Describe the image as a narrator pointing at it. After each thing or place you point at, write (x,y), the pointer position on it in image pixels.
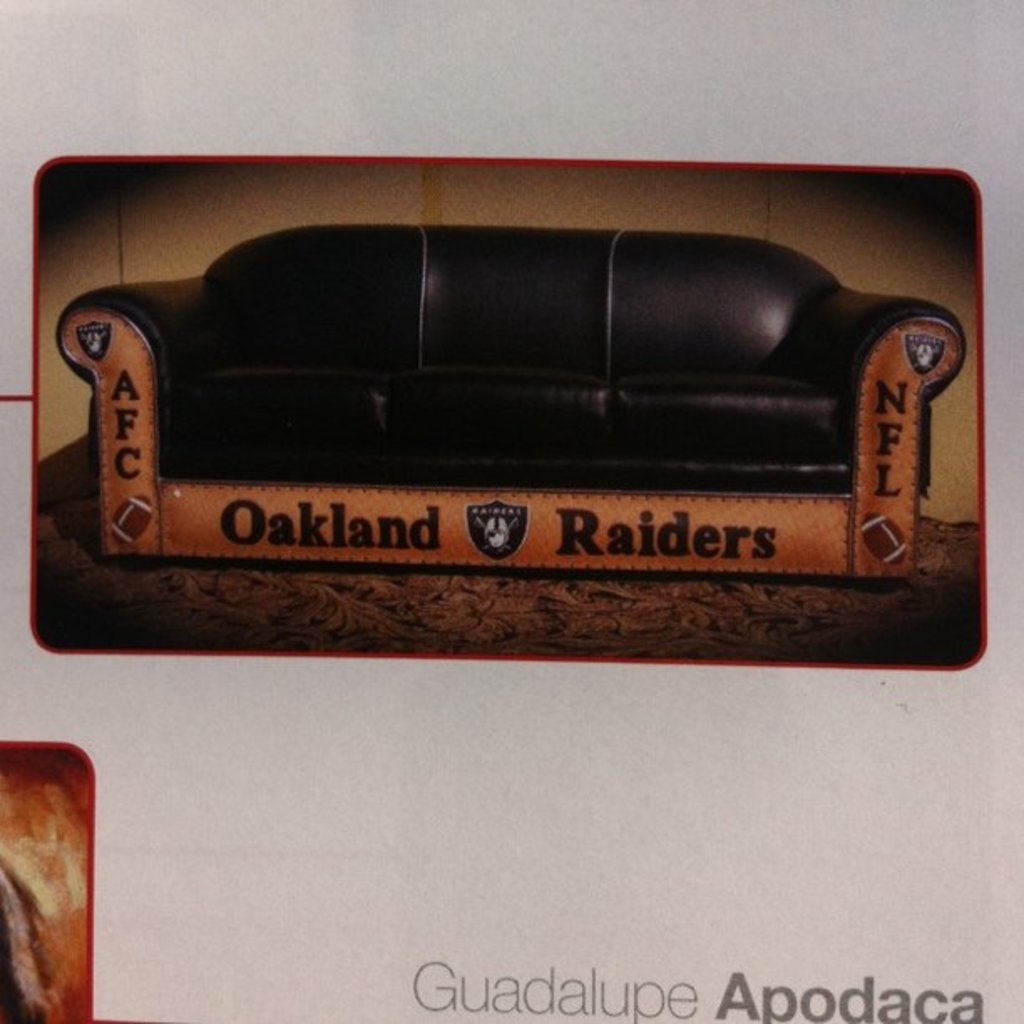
In the foreground of this poster, there is a sofa (460,398) on which "Oakland raider" is written on it. On the bottom side of this poster, there is a text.
